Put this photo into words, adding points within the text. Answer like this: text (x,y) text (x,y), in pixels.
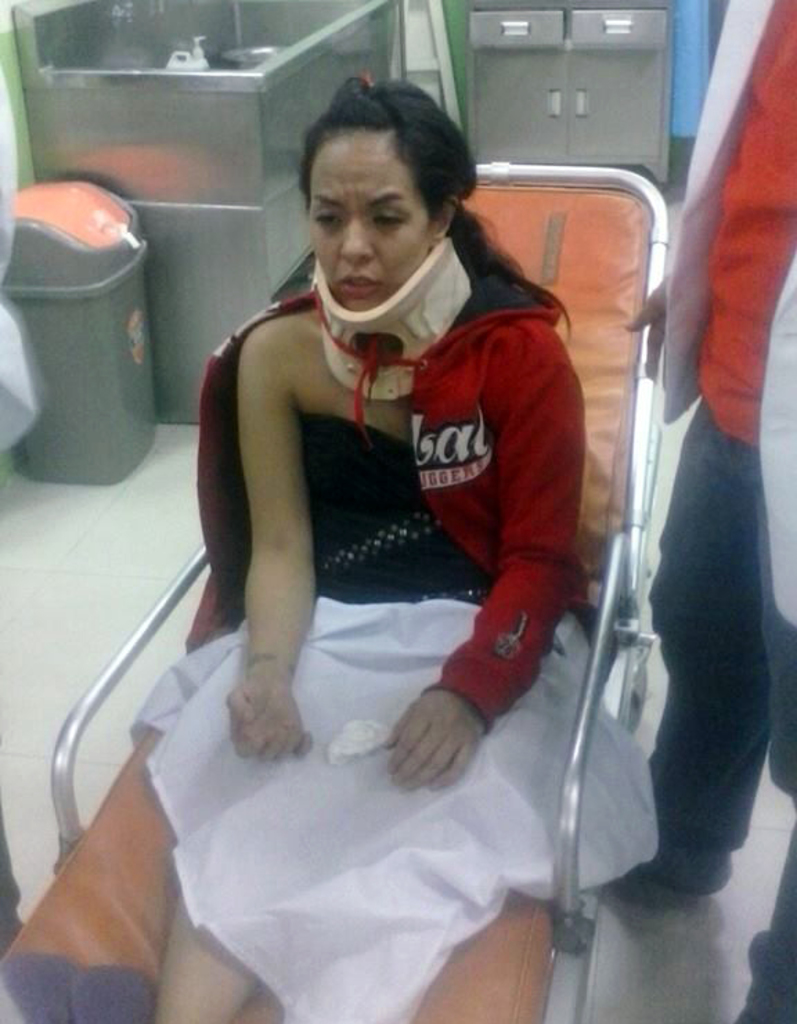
In this picture, we see the woman (555,521) in the red jacket (555,521) is sitting on the stretcher (601,480). We see a white color cloth (300,820) on her. Beside her, we see a man (680,310) in the orange T-shirt (733,223) is standing. On the left side (123,317), we see the dustbin (112,274). Beside that, we see a steel object (187,122) which looks like a washbasin (230,53). In the background (594,53), we see a cupboard (542,79) and a cloth (673,56) in blue color. This picture might be clicked in the hospital (26,605).
